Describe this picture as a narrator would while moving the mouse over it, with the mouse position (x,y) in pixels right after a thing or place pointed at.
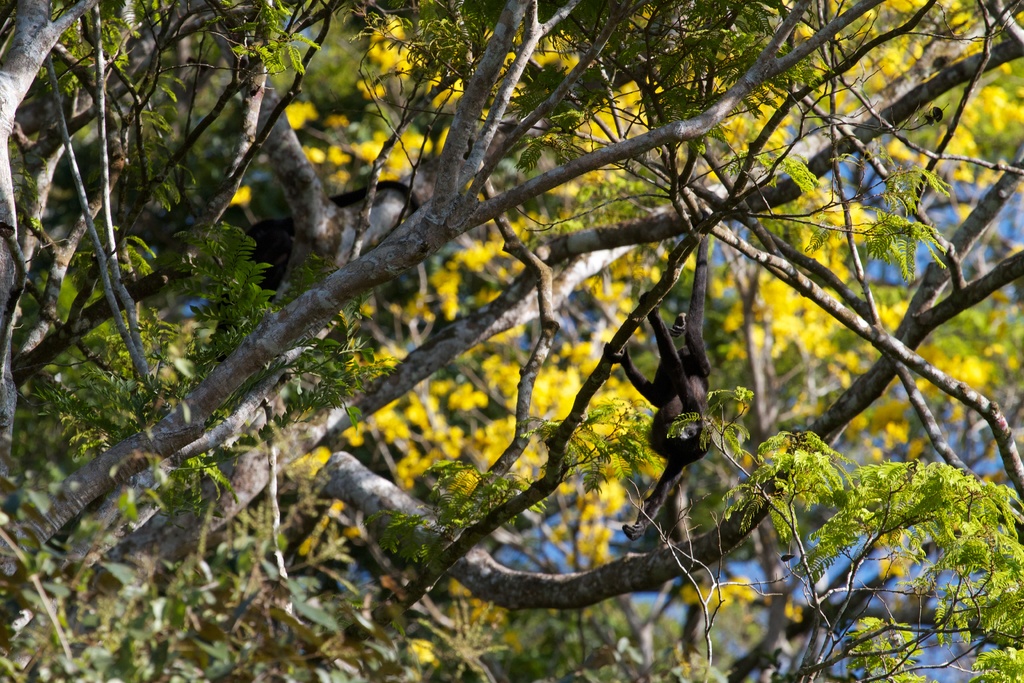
In this image there is a tree (327,324).
